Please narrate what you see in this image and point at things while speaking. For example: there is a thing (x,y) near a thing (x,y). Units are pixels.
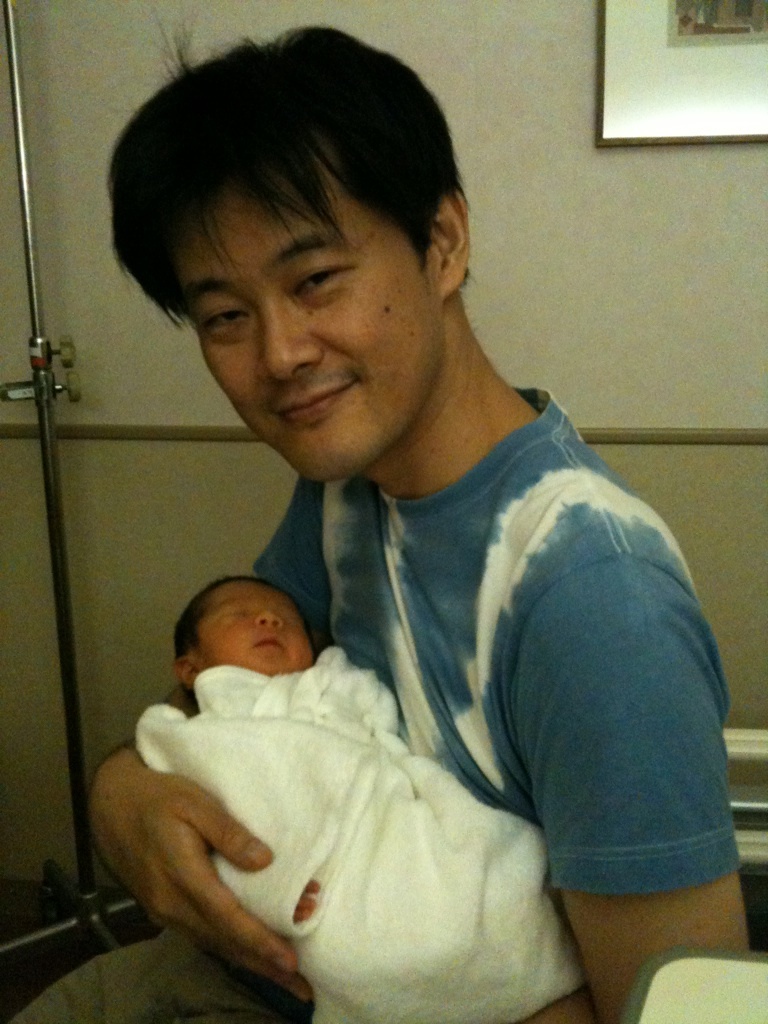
There is a person (412,634) holding a baby (260,669). In the back (501,143) there is a wall (583,104) with a photo frame (605,87). Also there is a stand (38,419).
